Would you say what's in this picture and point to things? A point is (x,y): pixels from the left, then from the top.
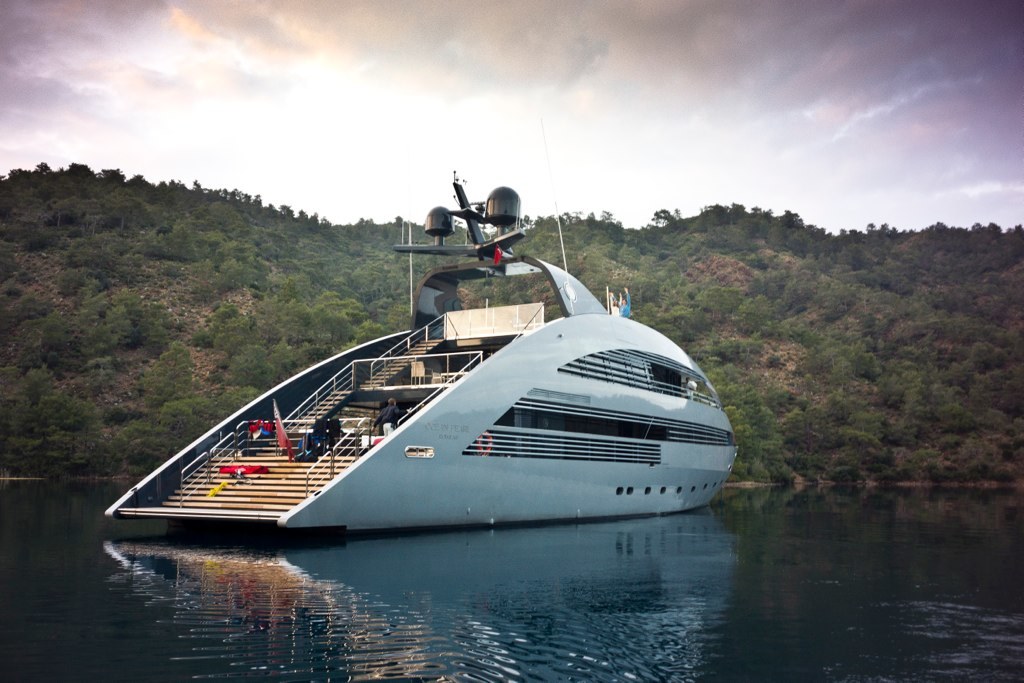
In this picture we can see a ship (372,460) on the water (714,577) and we can find a man (386,413) in the ship (412,397), in the background (354,312) we can see few trees (152,305) and clouds (692,144).
